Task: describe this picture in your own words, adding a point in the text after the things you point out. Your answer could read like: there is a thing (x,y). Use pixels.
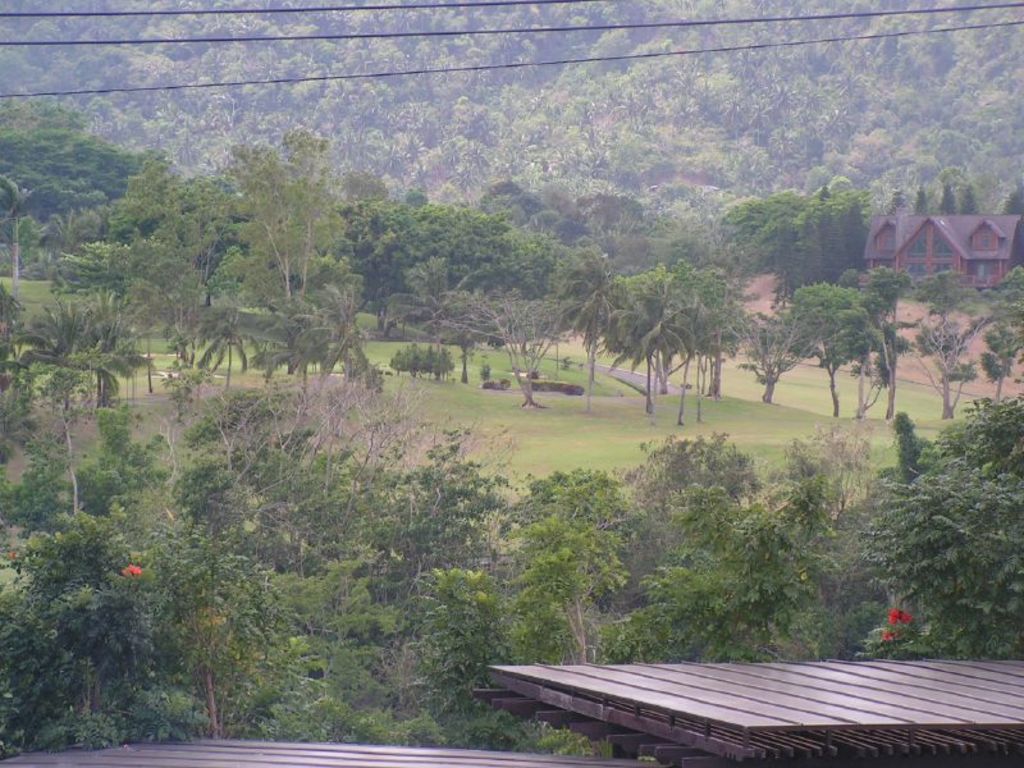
In this image there are wooden platforms (716,682), trees (625,545), house (980,236), grass (38,285), cables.
